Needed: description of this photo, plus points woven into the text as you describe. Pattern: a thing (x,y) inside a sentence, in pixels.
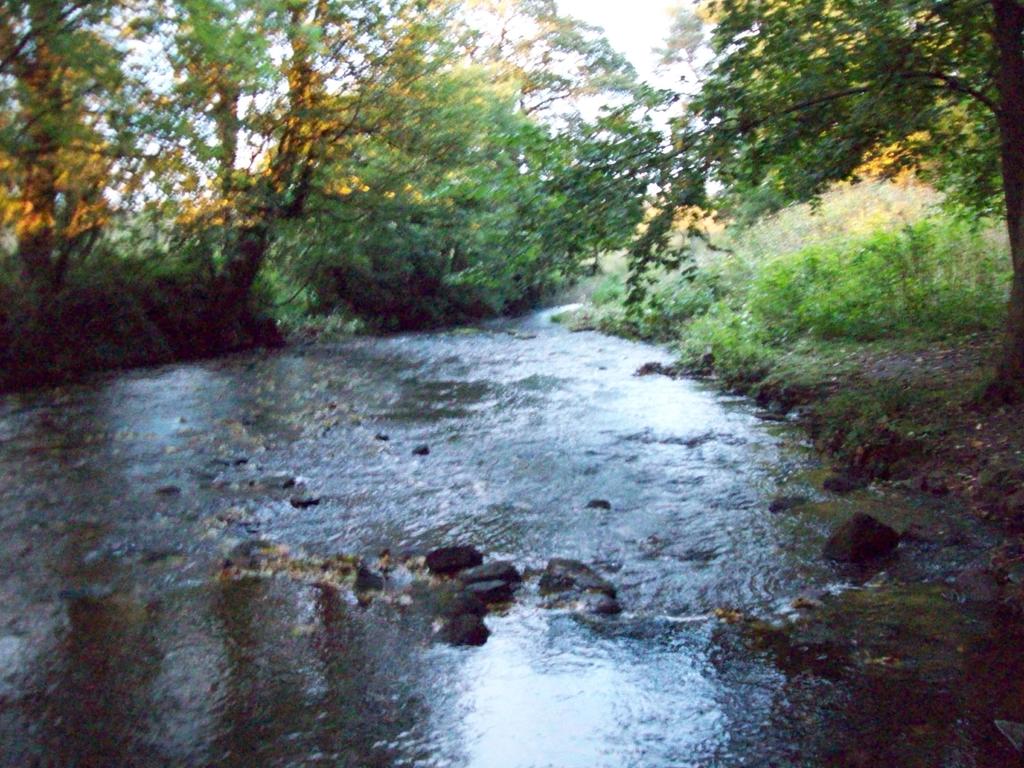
In the foreground of the image (576,658) we can see water body (523,642) and rocks (488,598). In the middle of the image (514,466) we can see water body (20,718), grass (861,331) and trees (449,276). On the top of the image (596,56) we can see trees (746,59) and the sky (629,48).
